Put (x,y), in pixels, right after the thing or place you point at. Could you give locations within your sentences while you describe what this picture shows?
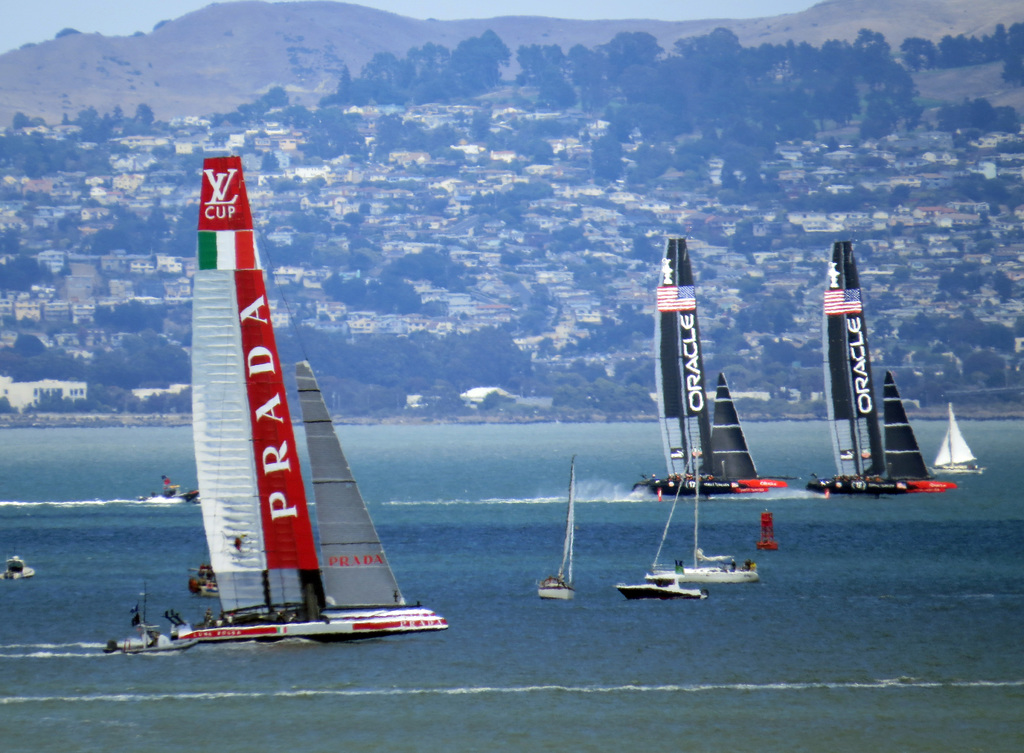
In this image, we can see few boats (327,534) are sailing on the water (685,693). Background (986,395) we can see so many trees (977,355), houses (367,250), buildings (297,257), hills (984,13) and sky (660,13).
